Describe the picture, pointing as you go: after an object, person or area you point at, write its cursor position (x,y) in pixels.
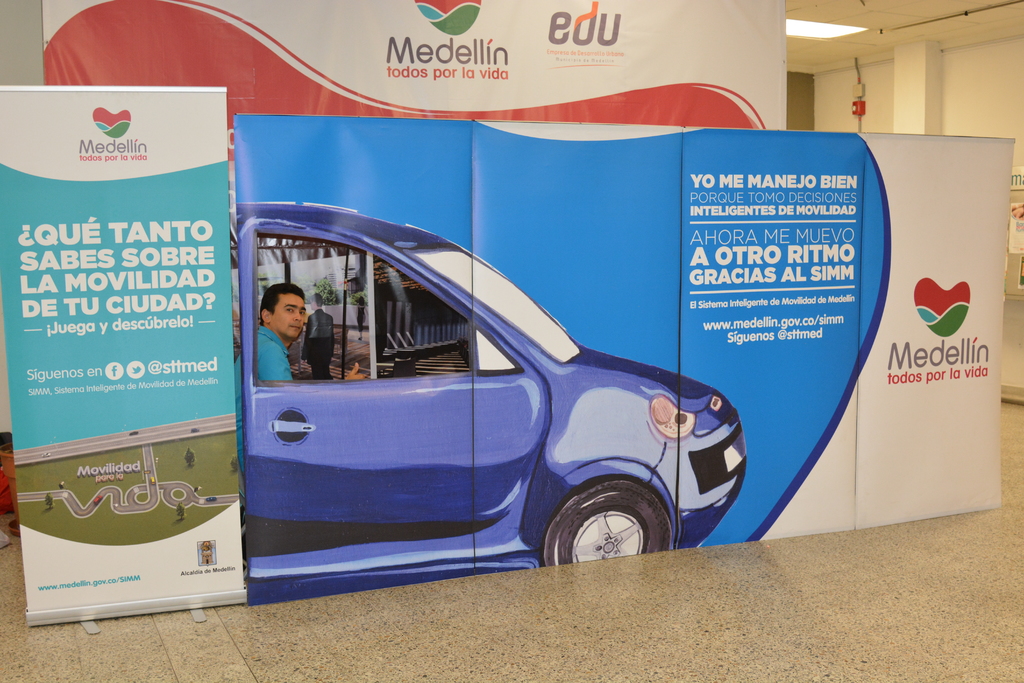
In this image we can see written text (136,490) on the board (726,507), we can see the floor (964,603), one person (301,316), there is a wall (924,65) in the background (824,31), ceiling (960,38) with light (844,27).
